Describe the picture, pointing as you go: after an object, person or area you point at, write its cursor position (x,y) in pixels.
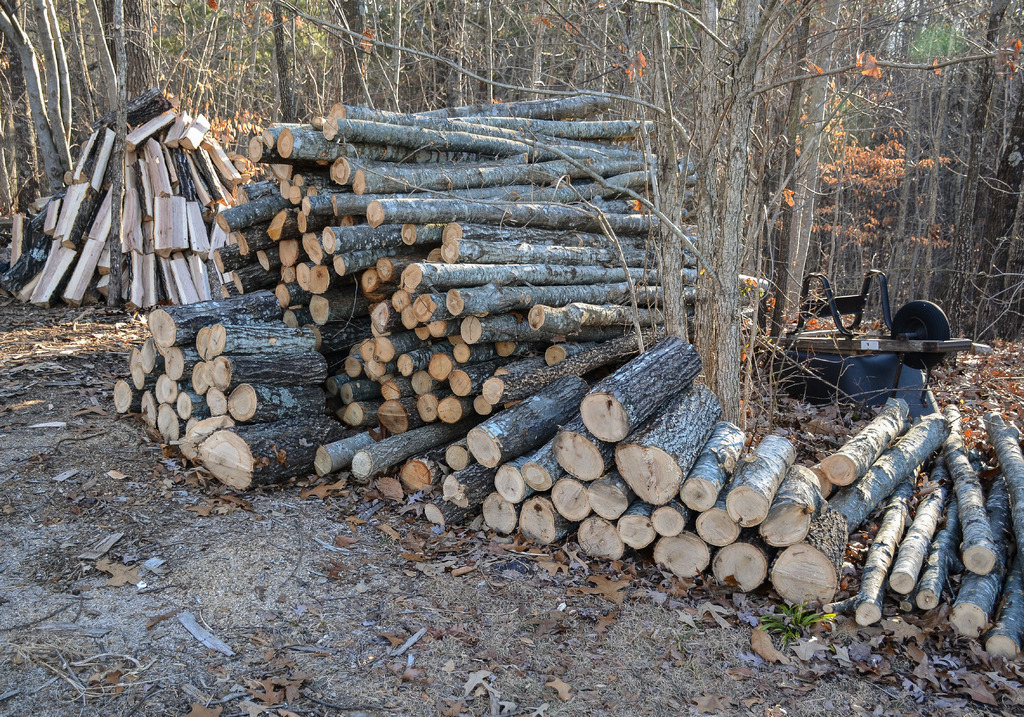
In this image there are wooden logs (247,282) on the surface (633,628) and behind them there is a machine (858,321). At the background (849,286) there are trees (563,46).
